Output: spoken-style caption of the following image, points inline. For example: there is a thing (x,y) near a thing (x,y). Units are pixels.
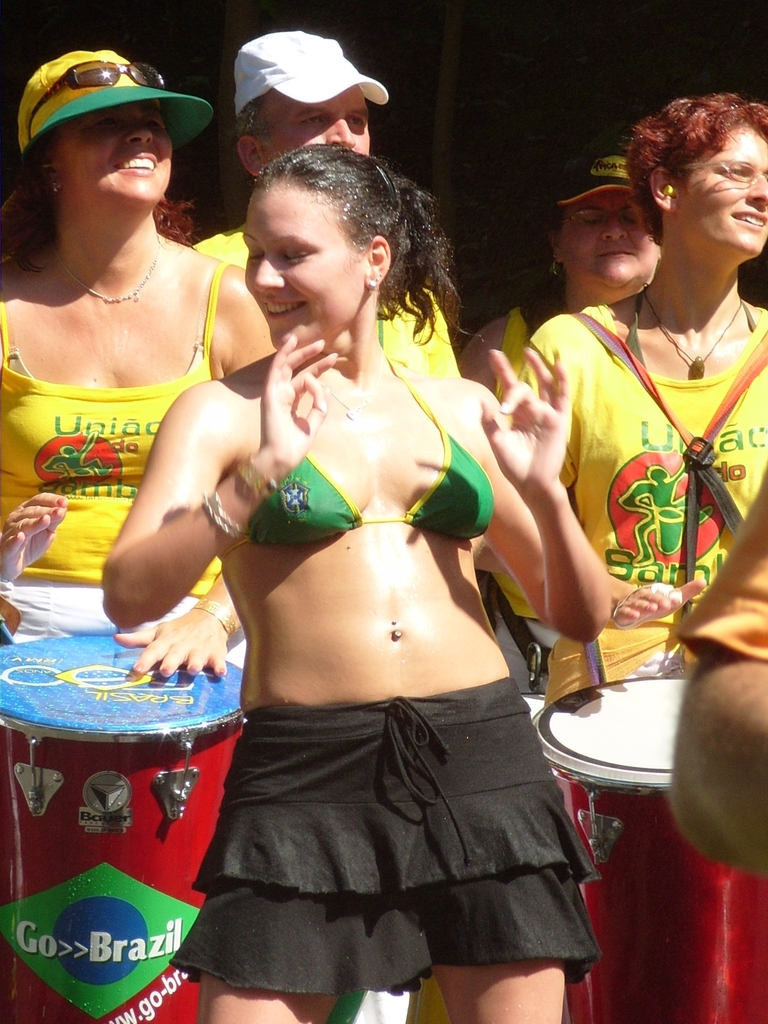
In the image few people (304,766) are standing and smiling and they are holding some drums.
